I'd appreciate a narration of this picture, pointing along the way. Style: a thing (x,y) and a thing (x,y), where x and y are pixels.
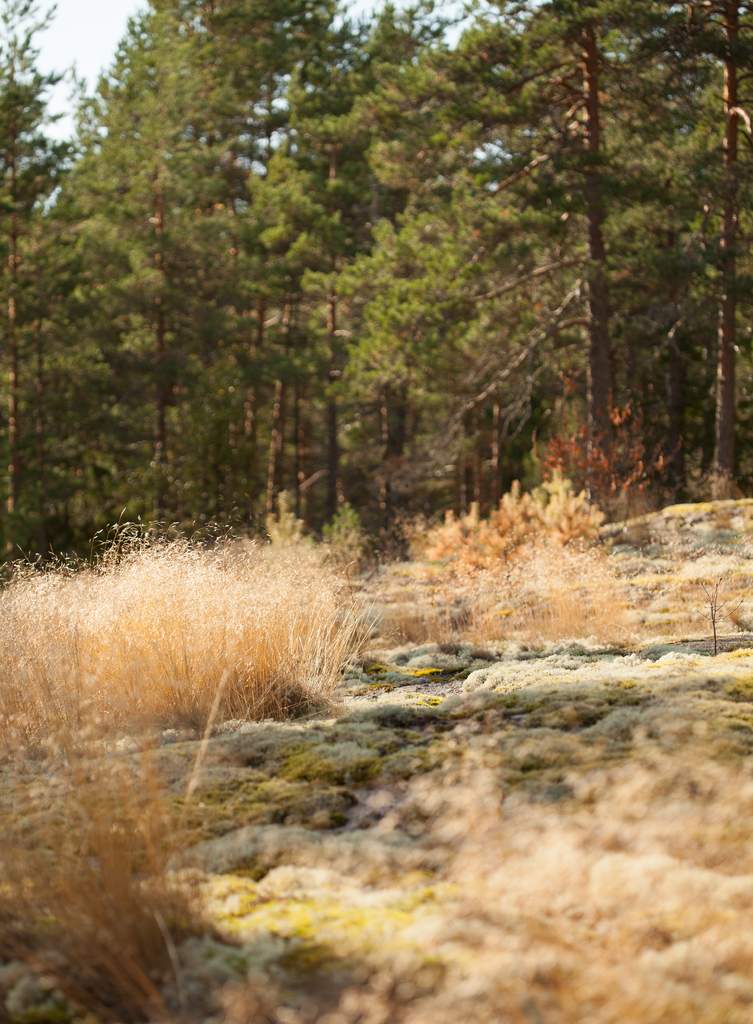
In the image we can see there are dry plants (359,613) on the rock surface (409,740) and behind there are trees (322,212).
